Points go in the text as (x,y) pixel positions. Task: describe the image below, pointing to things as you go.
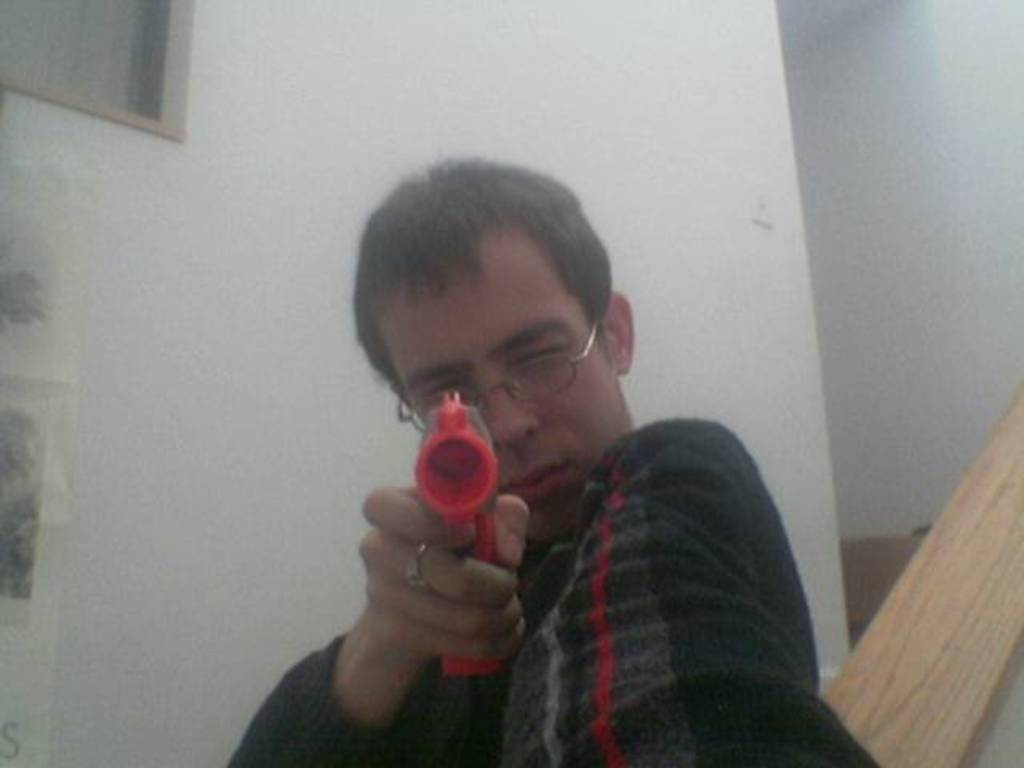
A man (505,507) is holding an object (479,448), this is wall (593,170).
